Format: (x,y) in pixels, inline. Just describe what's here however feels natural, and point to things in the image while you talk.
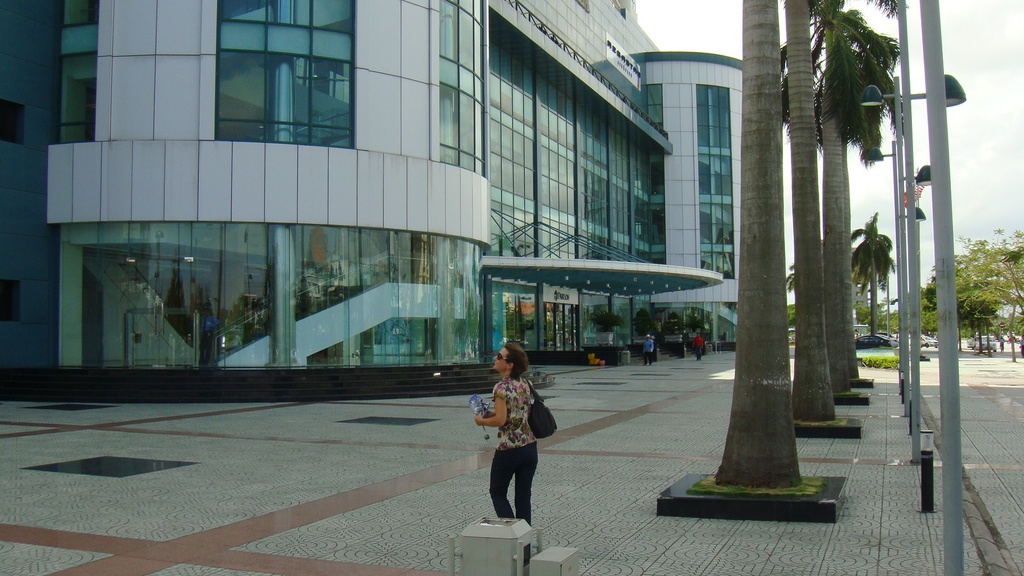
In this image, we can see a woman (520,472) is wearing a bag (533,416) and holding some object (481,413). At the bottom (545,497), we can see platform (571,545) and some box (506,551). On the right side (796,370), we can see the tree trunks (762,349), trees (742,358), plants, vehicles (933,336), walkway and sky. Background (198,346) there is a building (310,307) with walls (459,204) and glass (617,136). Through the glass (603,142) we can see the inside view. Here there is a railing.
